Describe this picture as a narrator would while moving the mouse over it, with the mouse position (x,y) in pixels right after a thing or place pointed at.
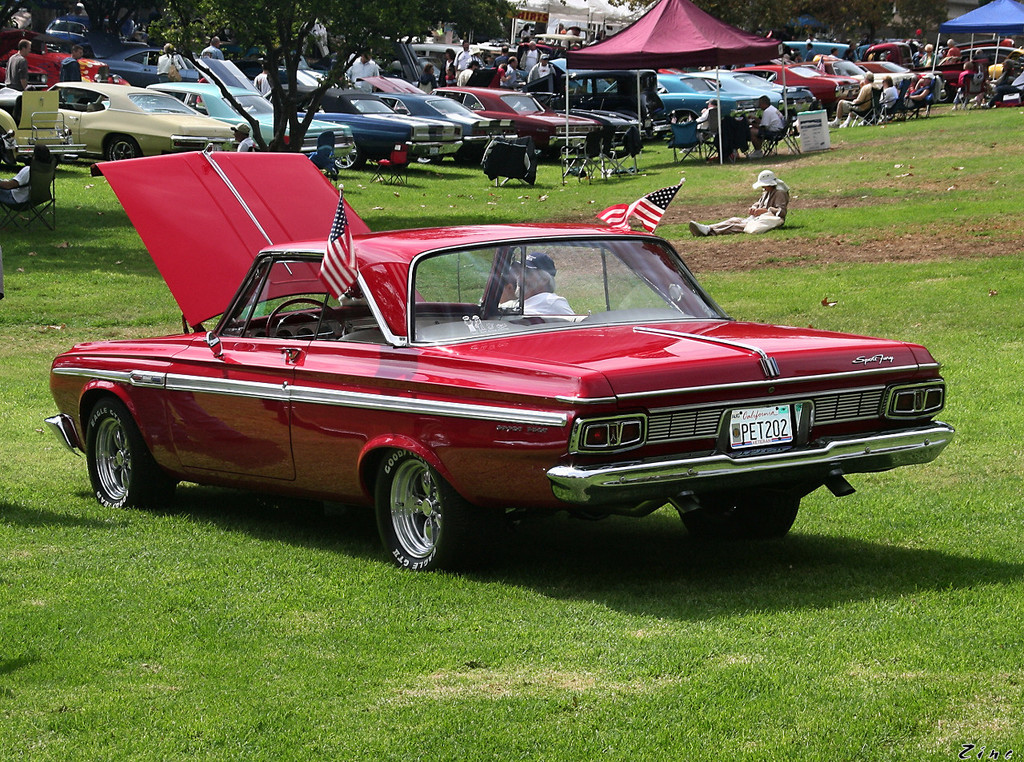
In this image in the center (585,429) there is a car (446,342) and flags (339,232), and there are some people (508,280). At the bottom (116,637) there is grass (858,629) and in the background (142,92) there are some cars (126,49), tents (961,24) and some people (978,53) are sitting on chairs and there are trees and buildings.
